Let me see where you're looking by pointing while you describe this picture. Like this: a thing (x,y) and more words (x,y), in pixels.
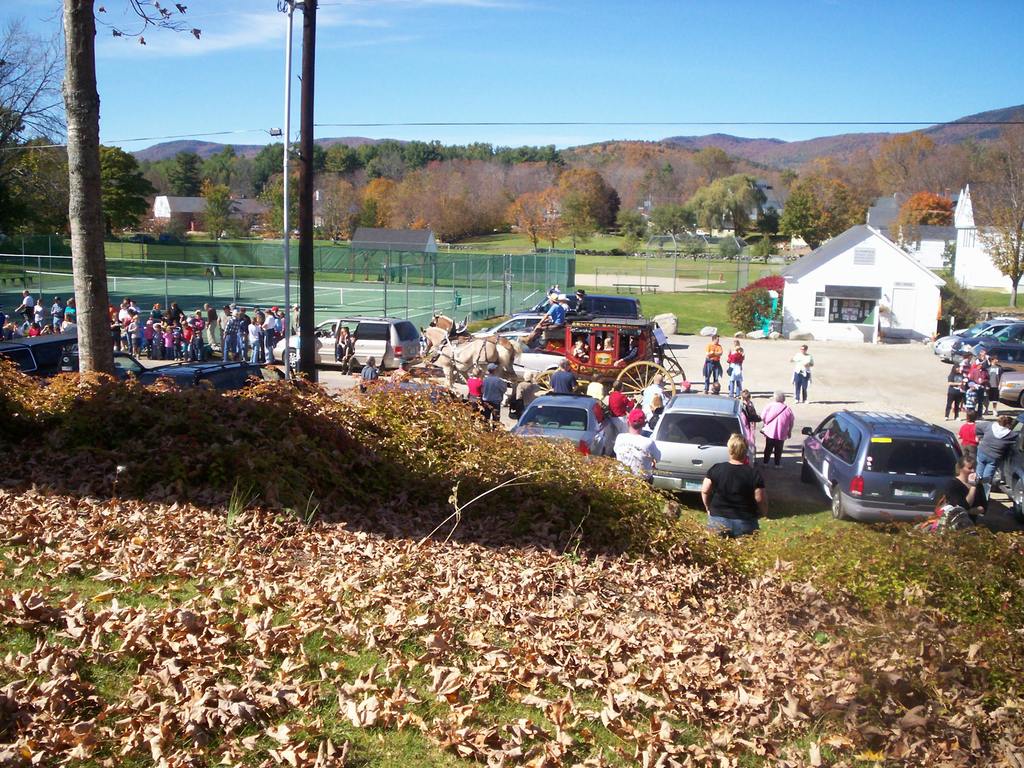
In this image, there are a few people (707,492) and vehicles (592,347). We can see some grass (653,294), plants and trees (951,194). We can also see some hills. We can see the fence (528,266) and the playing court (404,299). We can see a pole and some wires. We can also see a bench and the sky (1013,34) with clouds (279,35). There are a few houses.
